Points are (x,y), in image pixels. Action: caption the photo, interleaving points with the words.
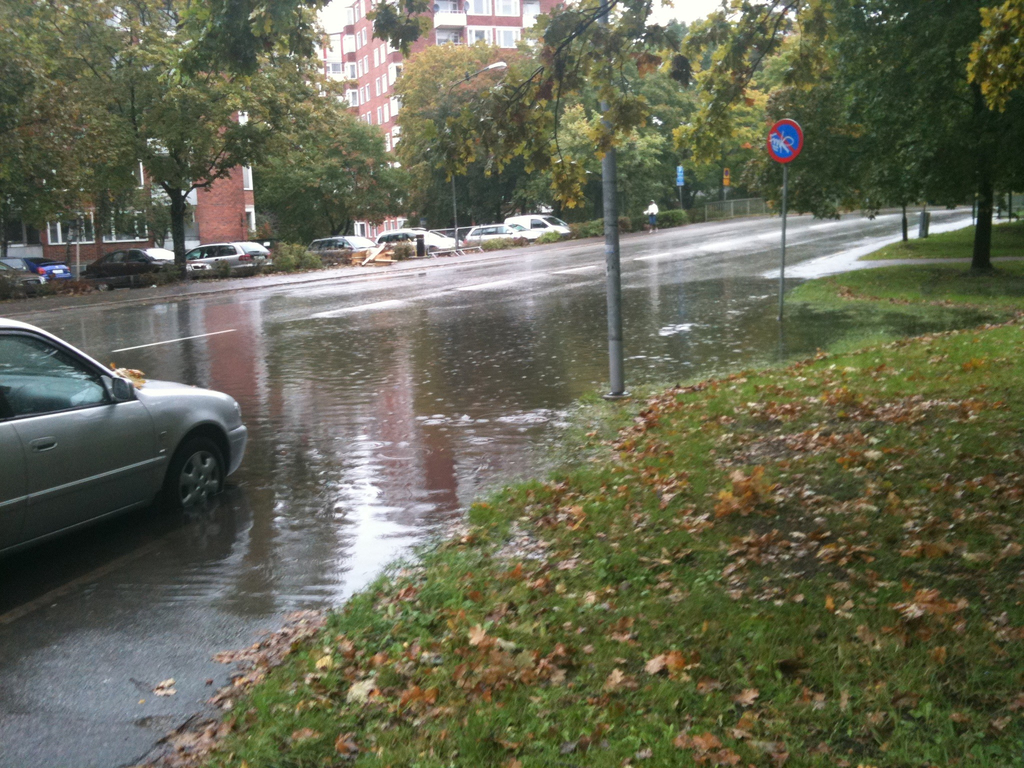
In this picture we can see grass (676,514), leaves (636,518), poles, road (388,418), boards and trees (489,84). There is a person (648,211) and we can see vehicles (91,467). In the background of the image (447,33) we can see buildings (433,44).
